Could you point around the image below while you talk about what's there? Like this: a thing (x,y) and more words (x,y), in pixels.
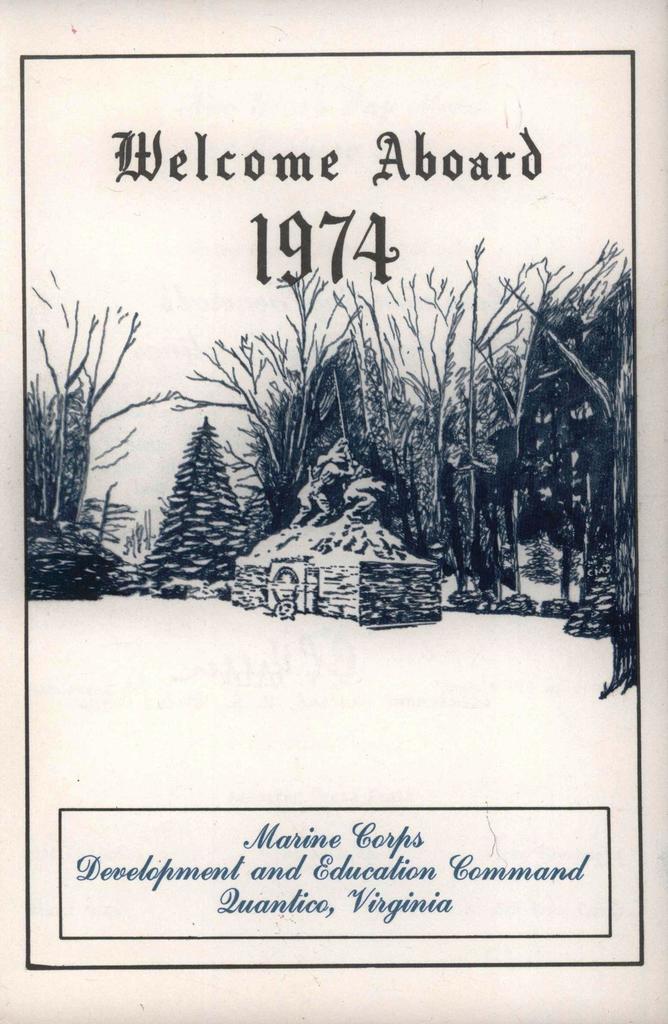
This is a poster (433,125). On the poster (291,755) there are trees (608,582) and there is a statue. At the top (377,138) there is a text (338,134) and there are numbers (303,267). At the bottom (331,886) there is a text (422,870).
